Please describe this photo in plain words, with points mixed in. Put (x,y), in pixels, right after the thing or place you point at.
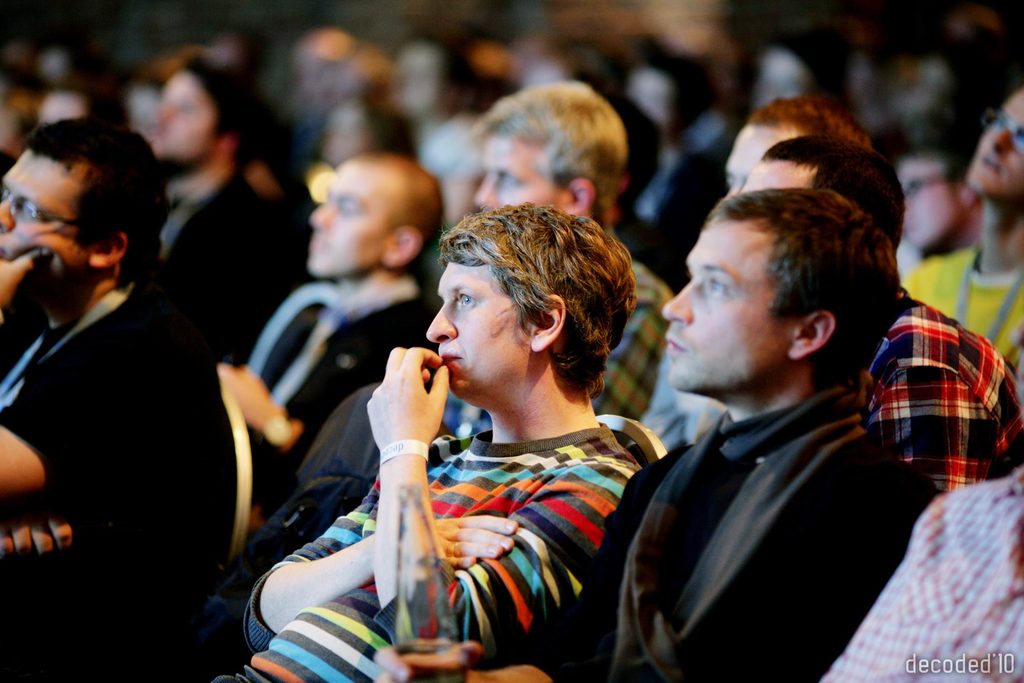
This image consists of many people (118,429) sitting in the chairs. It looks like they are in a conference. In the front (605,621), the man (600,605) is wearing a black dress (771,574). And the background (47,99) is blurred.
